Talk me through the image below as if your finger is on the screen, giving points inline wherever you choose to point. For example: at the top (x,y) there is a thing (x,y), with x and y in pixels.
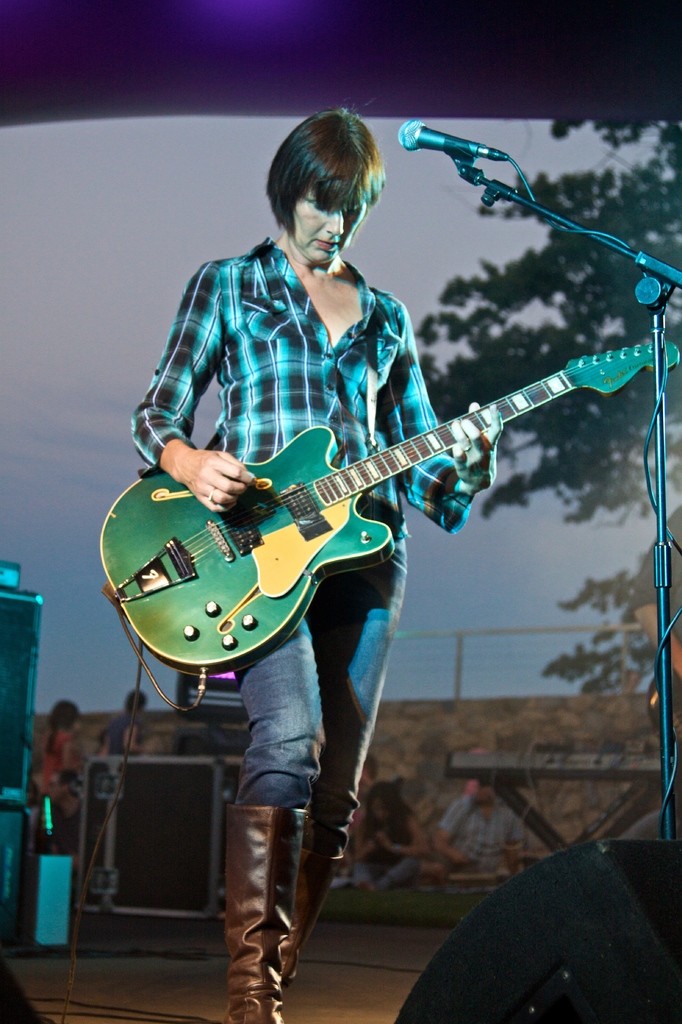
In this image we can see a person (429,513) playing a musical instrument (281,515). Behind the person (329,617) we can see a box (150,793), table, person (69,793) and a wall (374,737). On the wall (96,748) we can see a fencing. On the right side (666,624), we can see a mic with a stand (666,624), a tree (606,669) and a person (656,622). In the bottom right (562,969) we can see a black object (509,959).
